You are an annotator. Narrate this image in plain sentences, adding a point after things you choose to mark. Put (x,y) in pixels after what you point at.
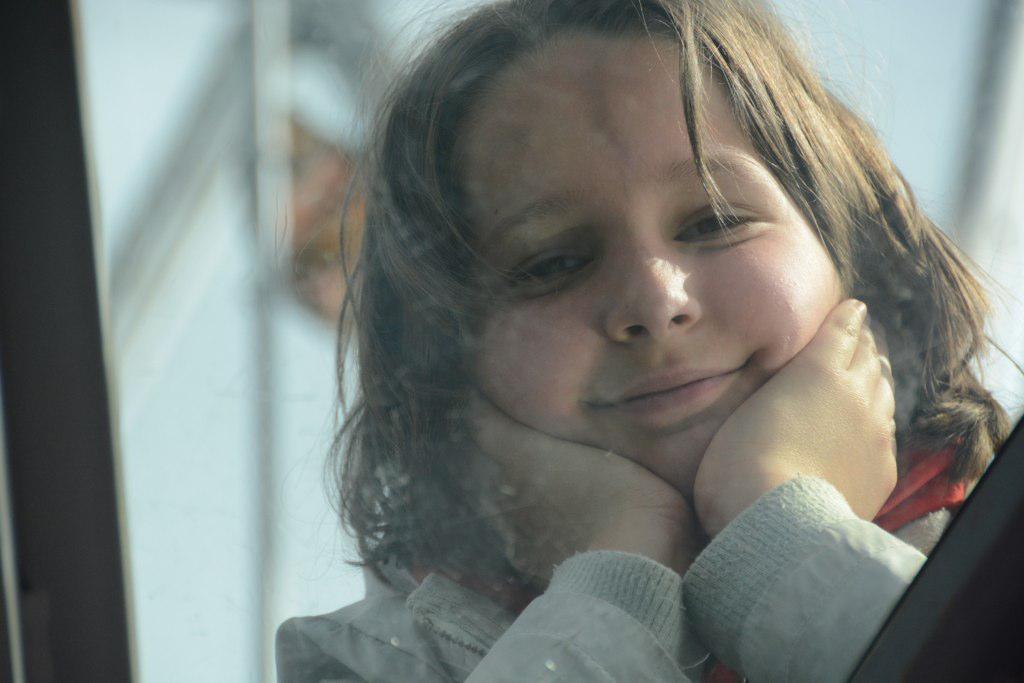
In this picture I can see there is a girl (899,405), she is smiling and wearing a sweater (716,608). In the backdrop (65,406) there is a black frame (68,419) and there is a white color wall (219,307) and the backdrop (309,47) is blurred.
